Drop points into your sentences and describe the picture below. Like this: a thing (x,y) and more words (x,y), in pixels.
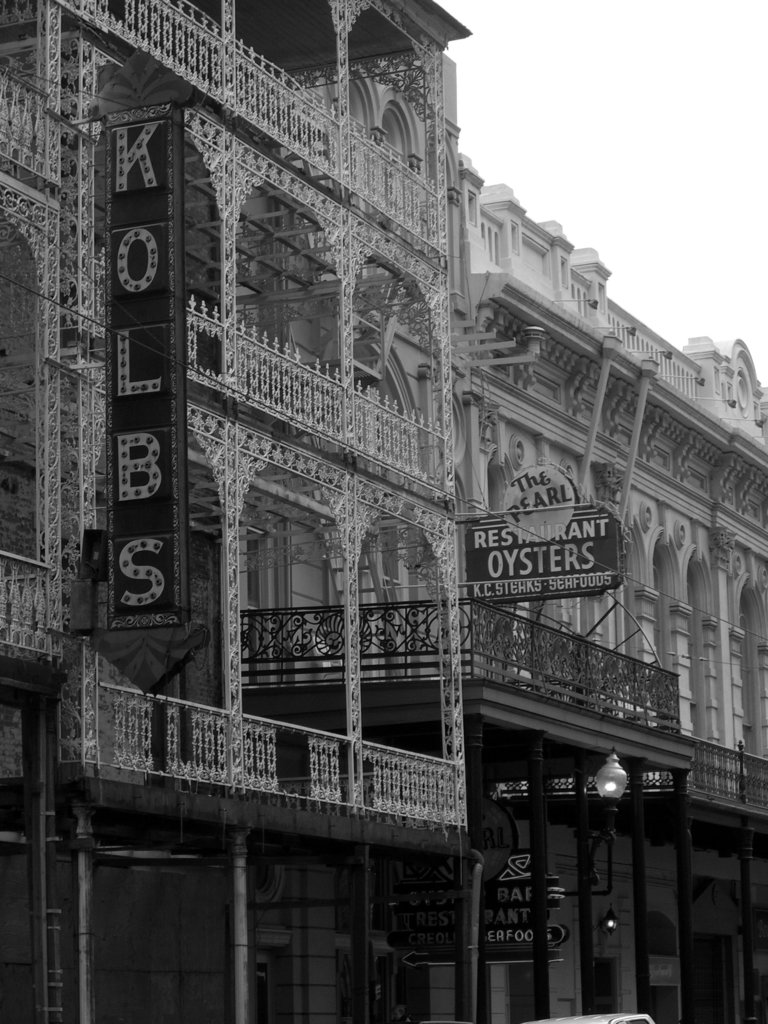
As we can see in the image there are buildings (482,443), fence (500,639), street lamp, banner (412,897) and at the top (701,46) there is sky (511,1).
